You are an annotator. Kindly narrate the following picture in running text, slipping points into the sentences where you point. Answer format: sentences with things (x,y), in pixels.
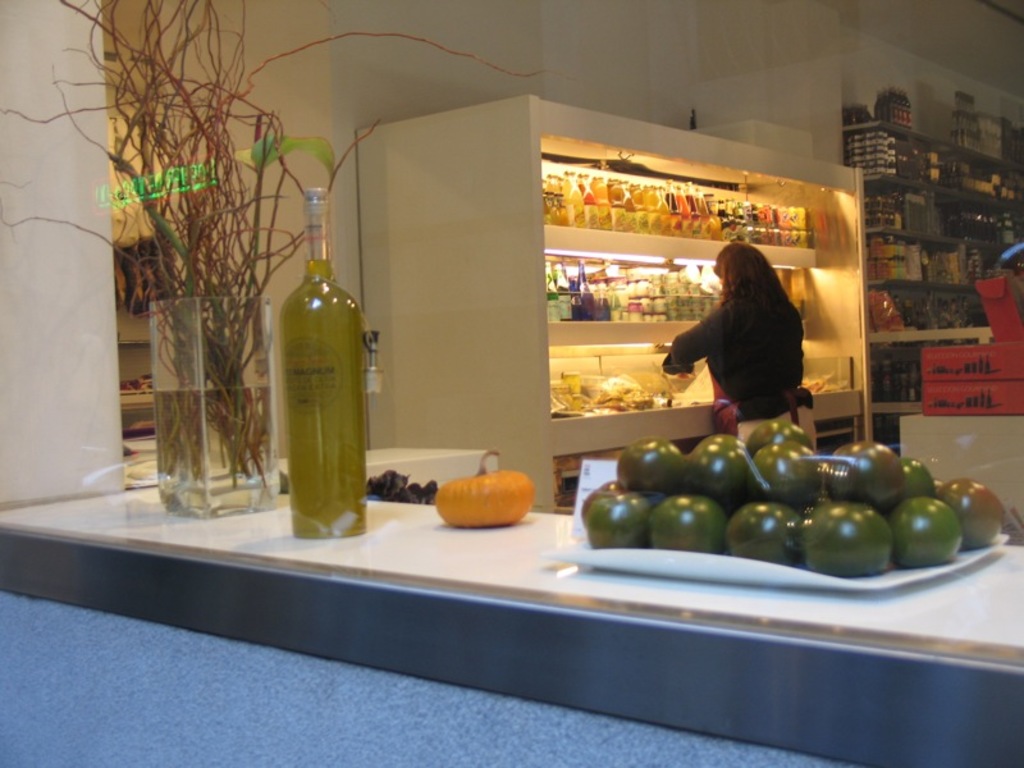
In this picture there is a woman (812,415) who is arranging all the food items (732,218) in the container (692,400) and there is a bottle (339,454) and a flower pot (231,422) on the table (131,500) in front of the image with a tray (987,545) of fruits (989,521), it seems to be a super market of grocery (927,379).
